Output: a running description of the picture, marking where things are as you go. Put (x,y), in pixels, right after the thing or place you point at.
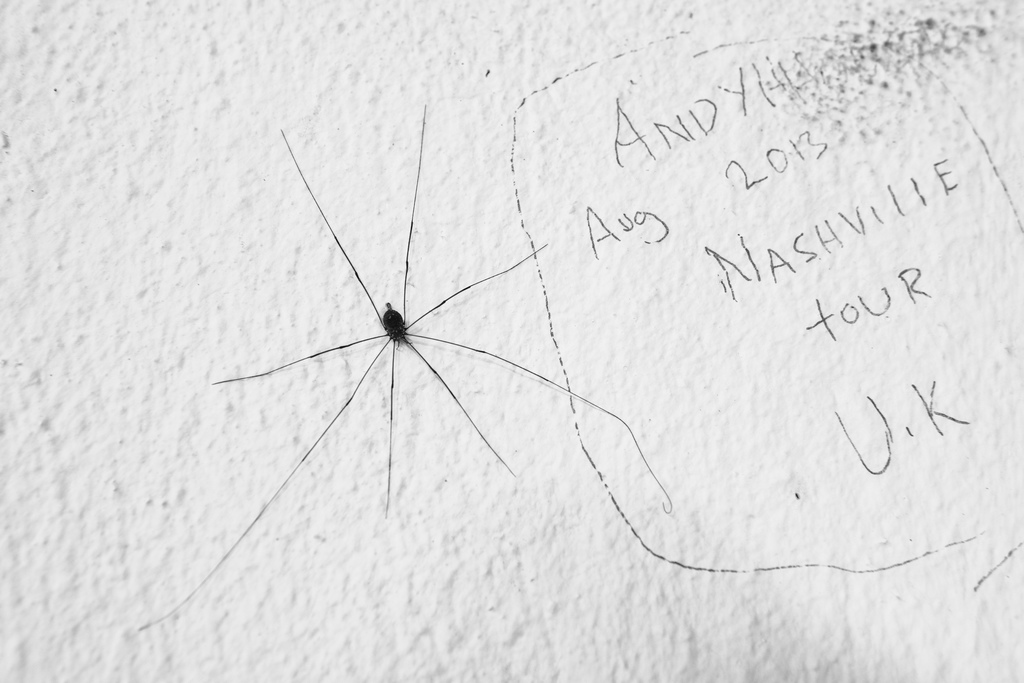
In this picture we can see a small black spider (350,344) on a white wall (228,586).
